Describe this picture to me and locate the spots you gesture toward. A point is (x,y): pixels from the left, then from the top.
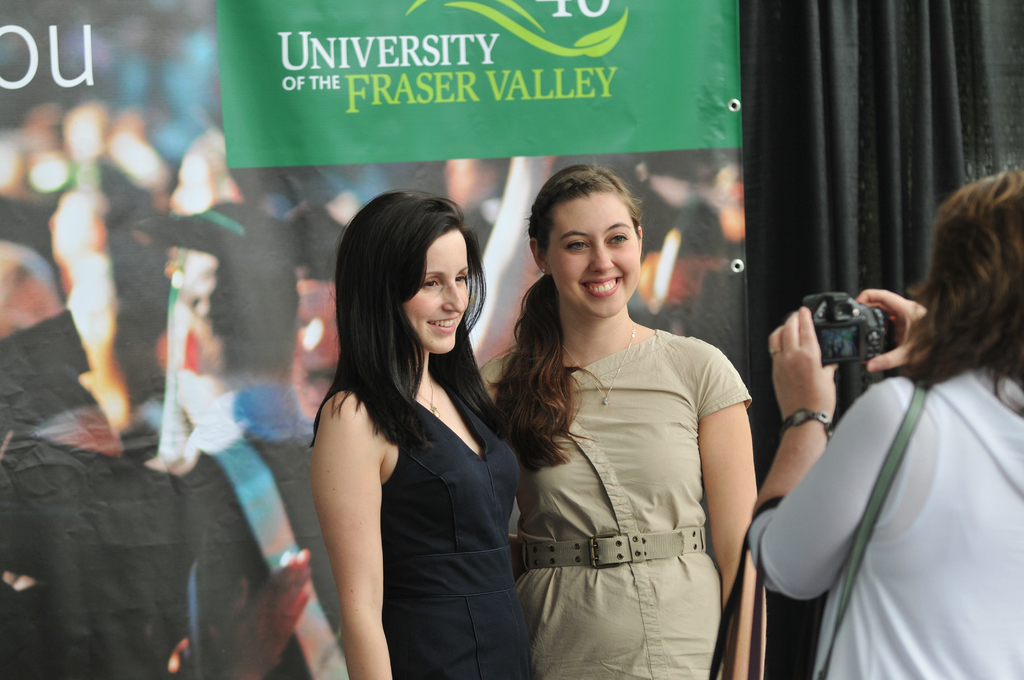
in this image I can see few women (474,290) are standing and I can see she is holding a camera (838,307). I can also see smile on few faces (574,301) and in the background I can see something is written.
